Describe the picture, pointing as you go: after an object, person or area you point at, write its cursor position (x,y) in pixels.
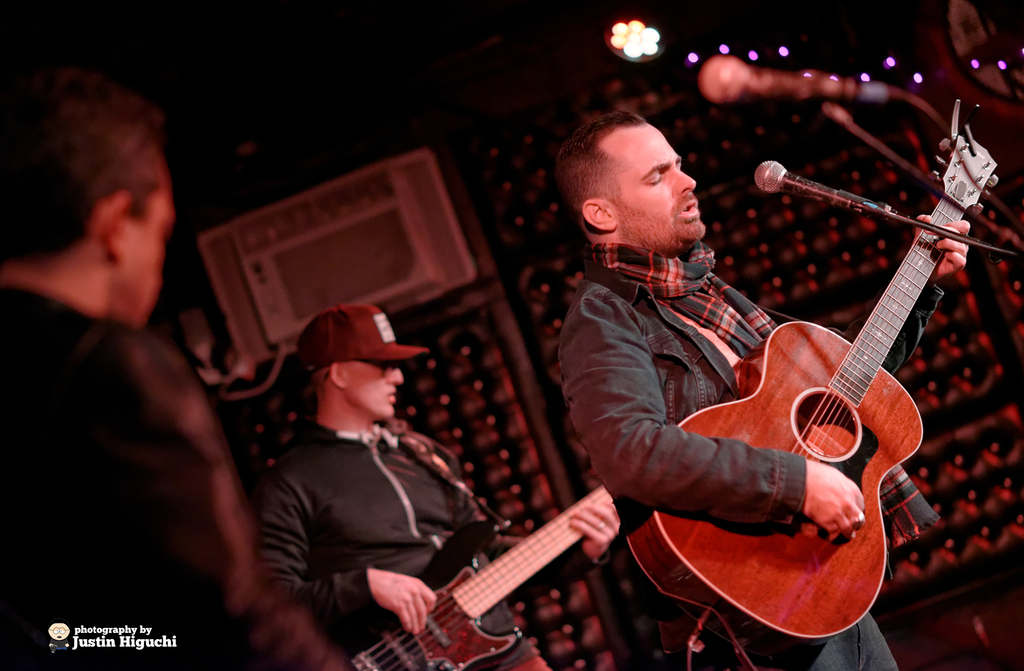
In this image there are three people (347,429), two persons (649,412) are standing and playing guitar (742,425) and one (700,334) is singing. At the right side of the image (761,170) there are microphones (769,91) and at the top (623,33) there is a light (630,34).
